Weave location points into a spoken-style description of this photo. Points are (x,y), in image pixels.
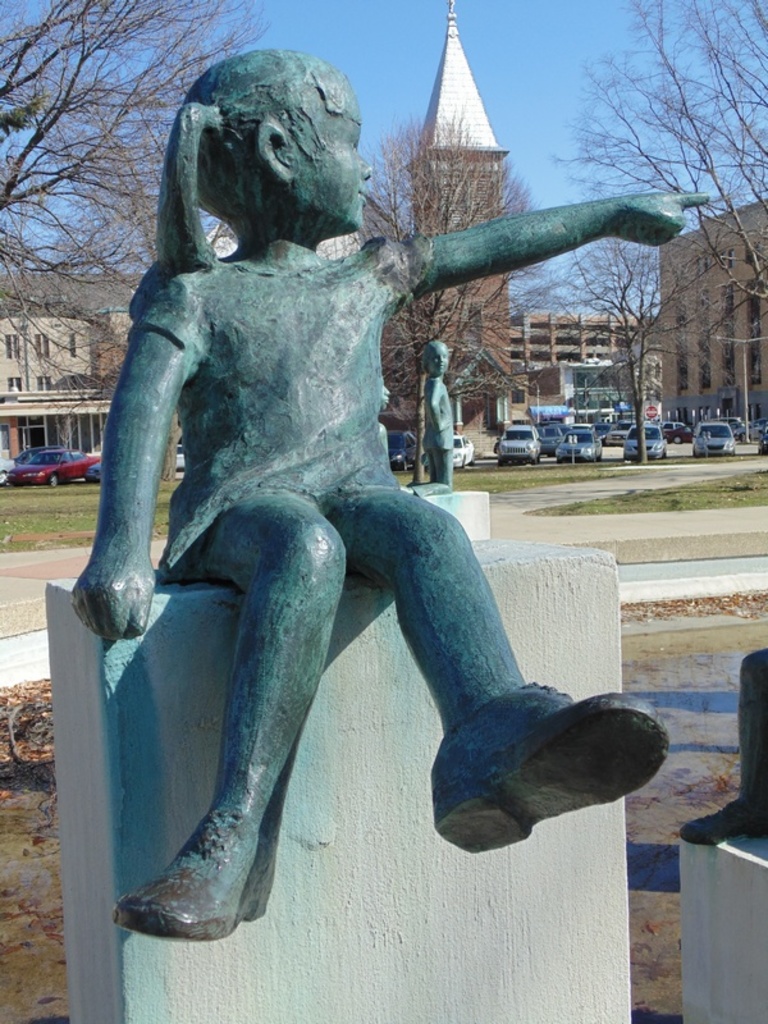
In this picture we can see a statue (284,527) here, in the background (457,452) there are some cars (671,426) parked here, we can see some trees (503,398) here, we can also see buildings (714,353) in the background (711,341), there is the sky (558,72) at the top of the picture (560,36), we can see grass (683,489) here.
